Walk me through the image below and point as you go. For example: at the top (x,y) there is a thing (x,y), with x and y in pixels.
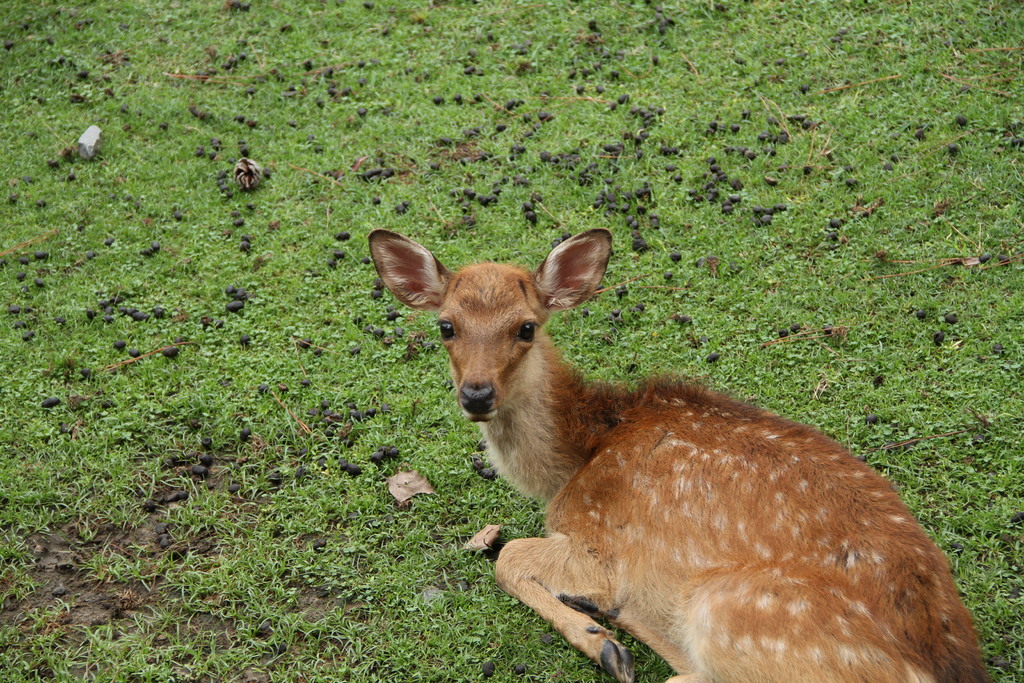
In this image we can see an animal (474,324) sitting on the grass (384,227).
